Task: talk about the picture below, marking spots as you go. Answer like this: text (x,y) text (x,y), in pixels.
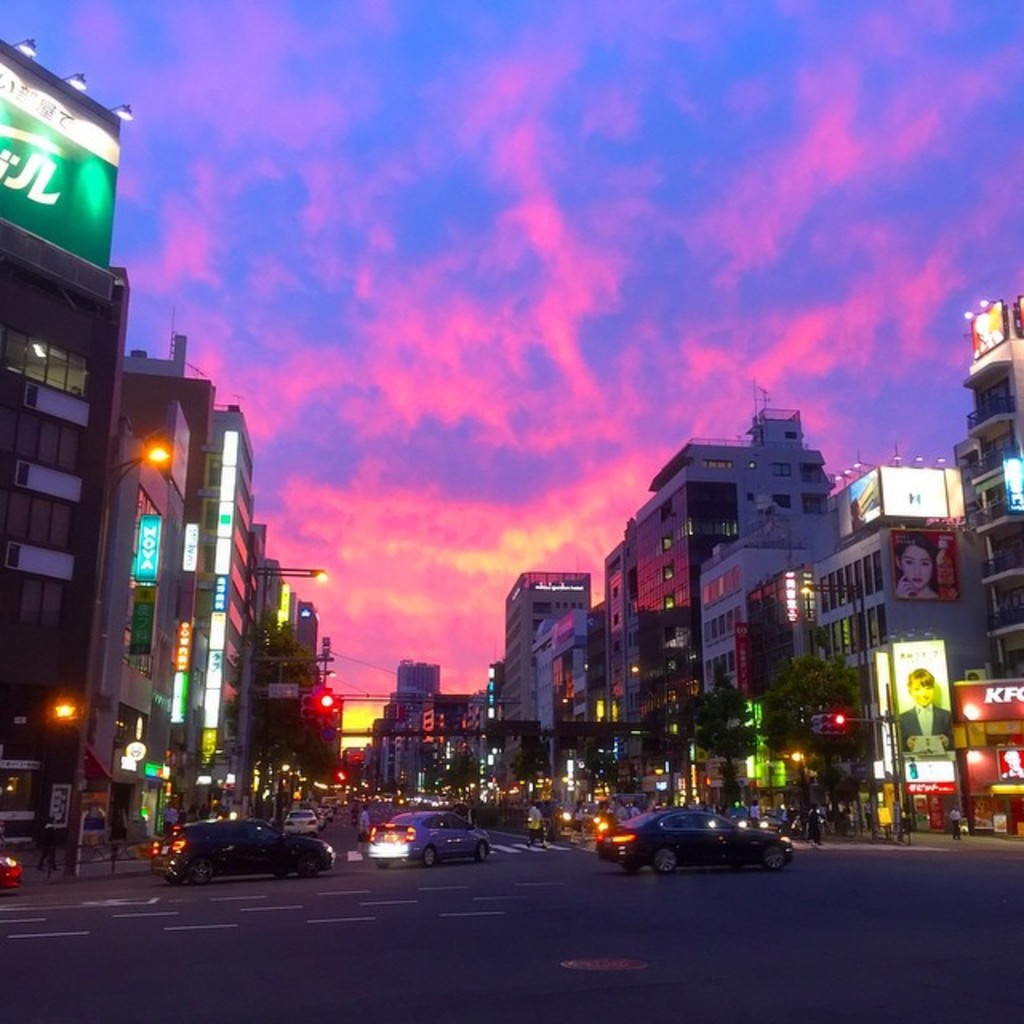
At the bottom of this image (470,941), there is a road (478,952), on which there are vehicles (641,858) and persons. On both sides of this road (795,850), there are buildings (251,453) having hoardings (940,490), there are lights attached to the poles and there are trees (294,701). In the background (358,730), there are clouds (388,454) in the sky (274,85).
